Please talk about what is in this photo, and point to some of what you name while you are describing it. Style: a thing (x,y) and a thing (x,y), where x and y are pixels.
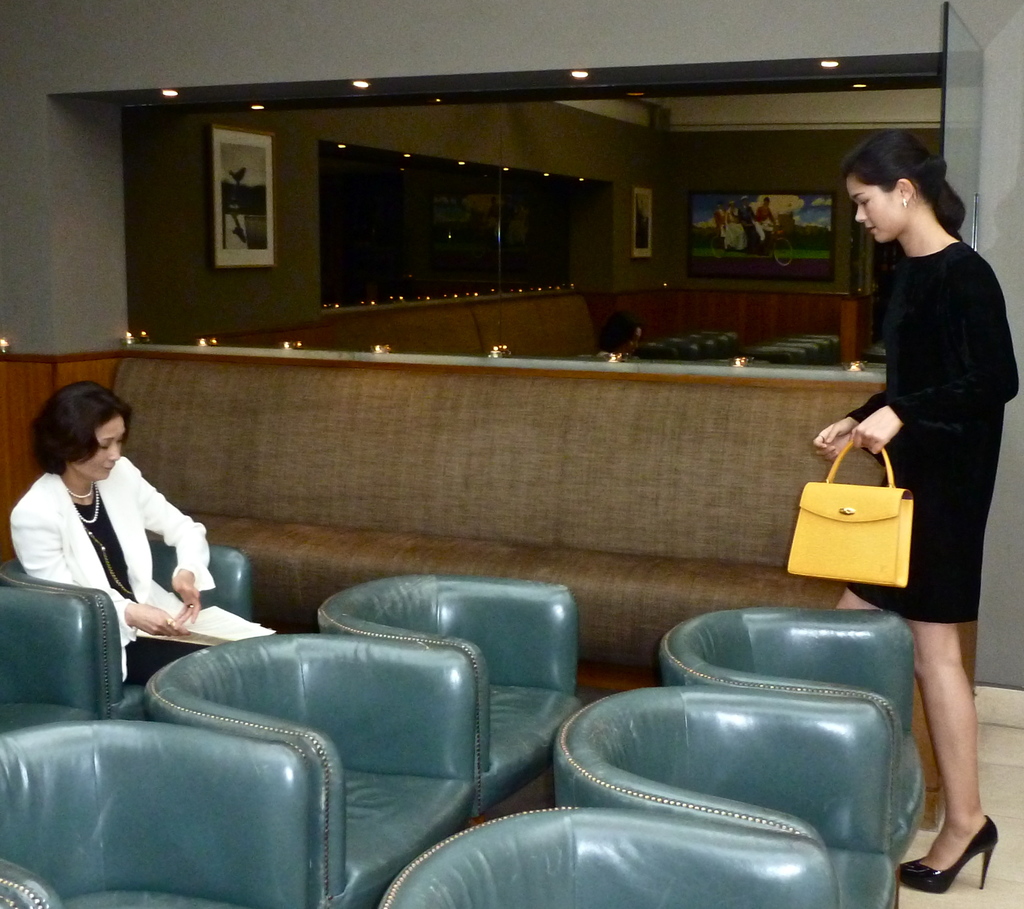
This picture shows a woman (142,541) seated on the chair (96,615) and a other woman (870,140) standing and holding a hand bag (814,552) in her hand (886,421).
